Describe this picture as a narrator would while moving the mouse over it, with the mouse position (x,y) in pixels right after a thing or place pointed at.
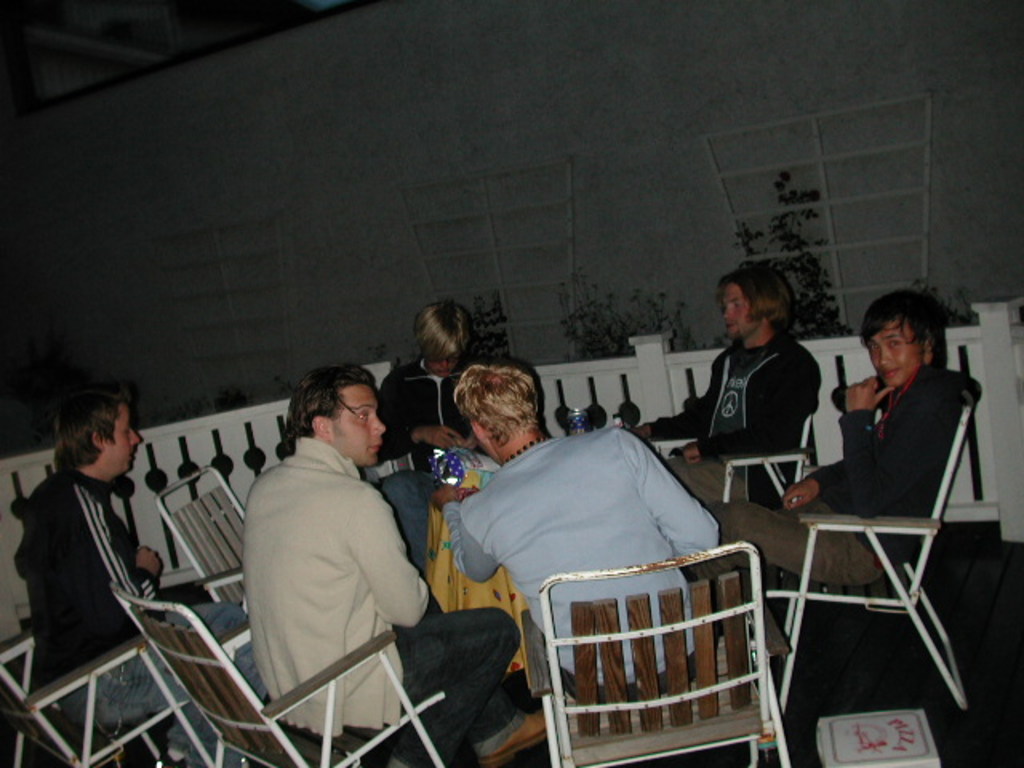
In this image there are some boys (853,540) those who are sitting around the table (506,583) on the chairs (562,575), there are some bottles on the table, there are some trees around the area of the image.
